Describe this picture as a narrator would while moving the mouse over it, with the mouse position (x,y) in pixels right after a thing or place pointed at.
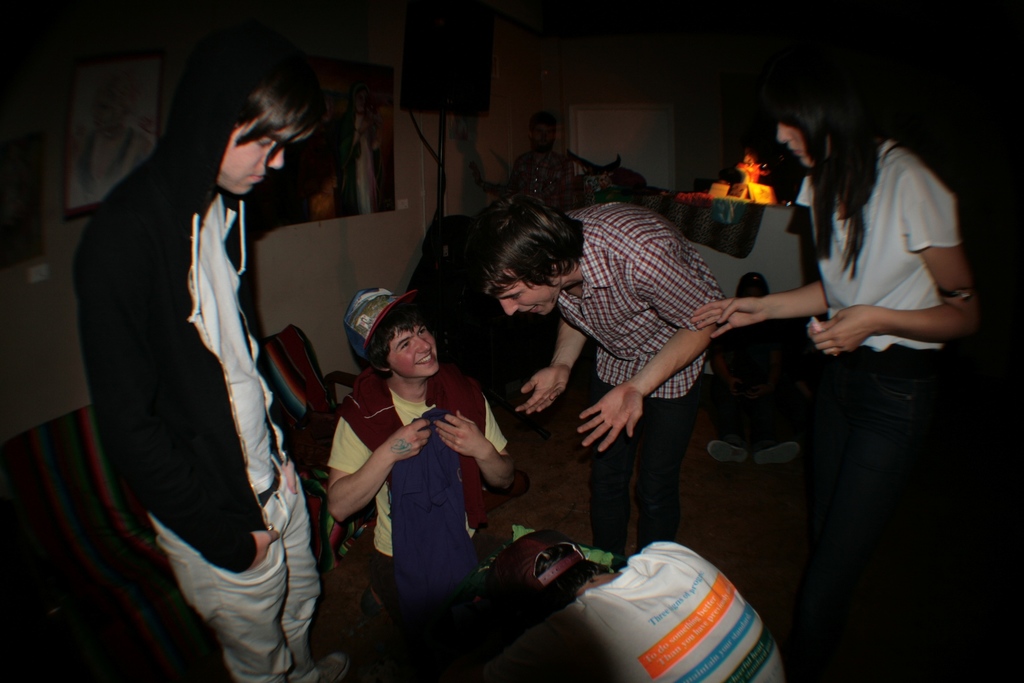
In this image we can see few people (649,433) in a room (708,353), there is a couch (76,514), few picture frames (131,130) on the wall (417,212) and there is a table (785,244) with few objects (740,197) on it and there is an object (444,56) looks like a speaker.
